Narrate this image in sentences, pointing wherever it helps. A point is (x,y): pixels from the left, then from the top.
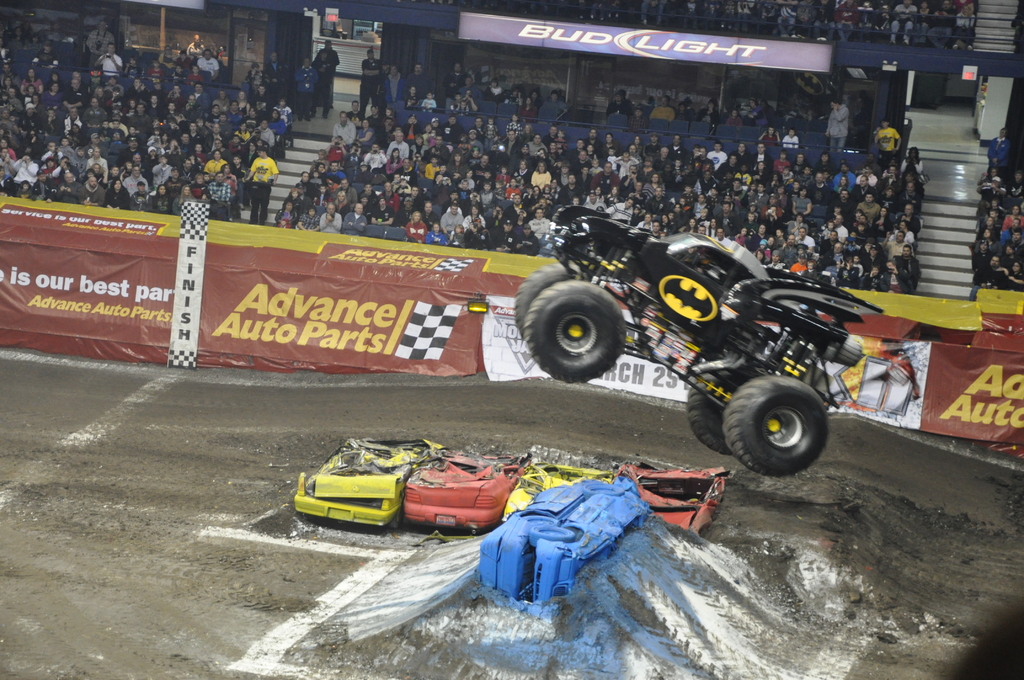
In this image we can see vehicles (664,469). In the back (211,295) there are banners (318,295) with text (261,287). Also there are many people (415,181) sitting. Also there are steps (297,159). And few people (195,45) are standing.
